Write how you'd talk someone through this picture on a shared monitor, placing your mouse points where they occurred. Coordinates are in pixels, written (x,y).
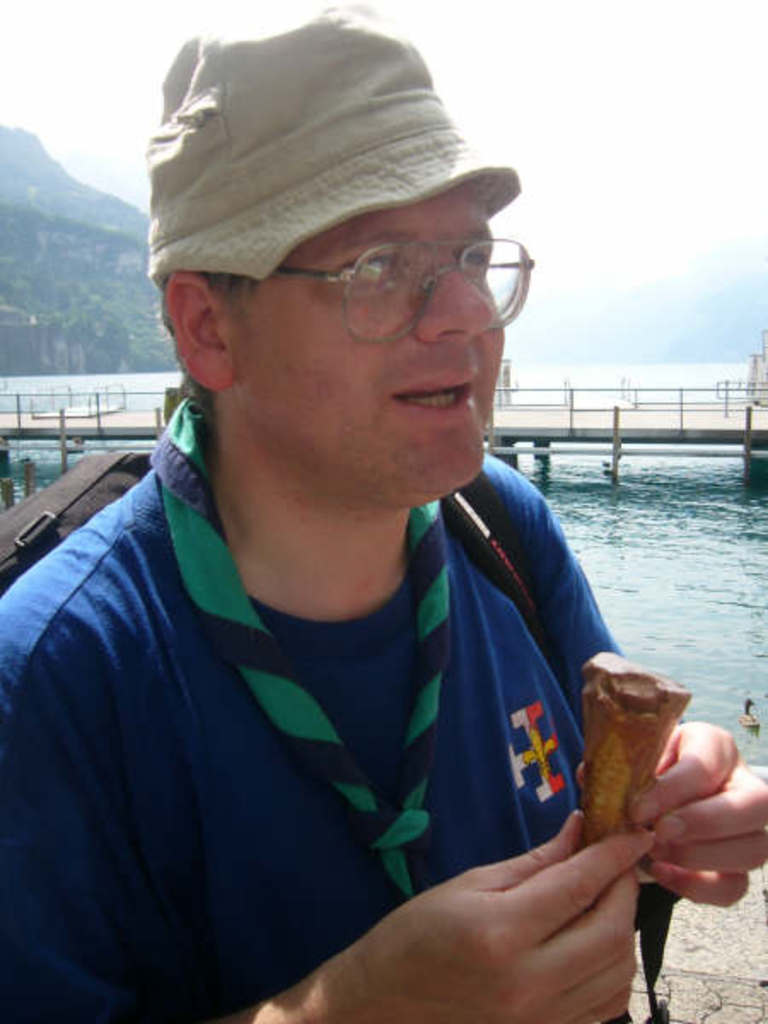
Here I can see a person (297,716) wearing a bag (73,504), cap (175,263) on the head (419,99), holding an ice cream (618,782) in the hands (610,857) and looking at the right side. In the background (702,500) there is an ocean (686,481) and also I can see a bridge (712,426). On the left side (62,202) there is a mountain (71,189). At the top of the image (559,96) I can see the sky (550,88).
